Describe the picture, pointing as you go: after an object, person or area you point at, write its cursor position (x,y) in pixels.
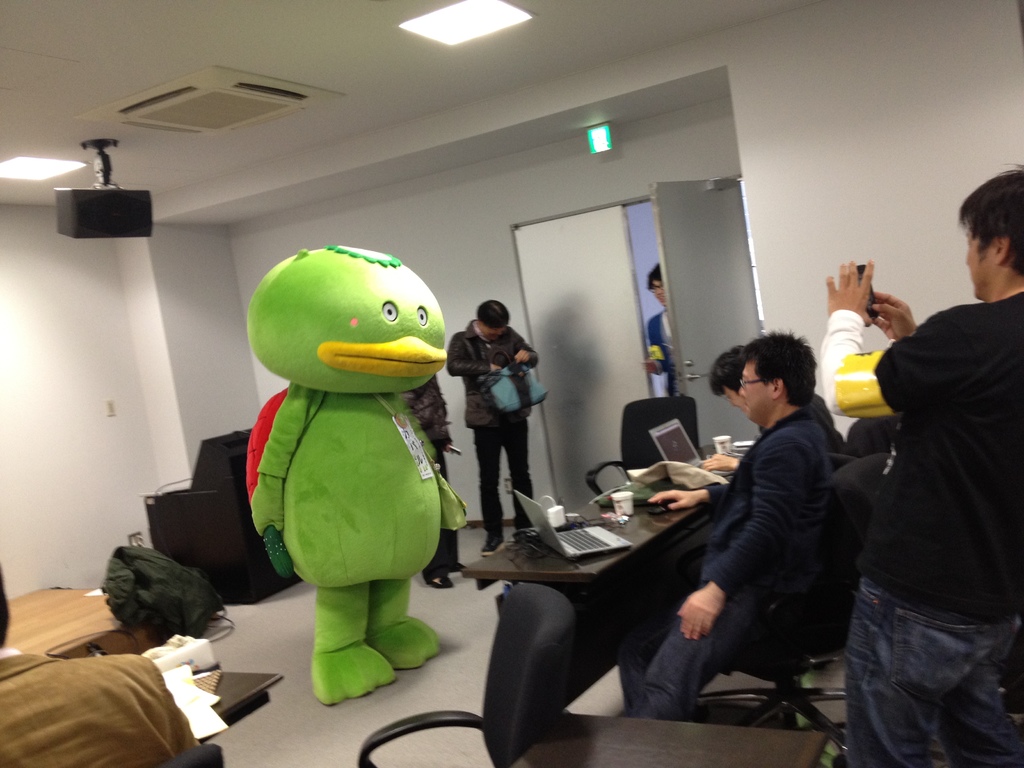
In the foreground of this image (813,593), on the right (922,609), there are men (781,473) sitting and standing in front of a table (648,542) on which, there are laptops (670,439), white cups (628,500), cables (538,534) and few objects (676,480). In the middle (365,423), there is a person (365,491) wearing toy costume (371,537) few men (481,412) standing in the background (488,400) near the door (581,330). On the left bottom (113,710), there is a person (128,725) sitting on the chair (204,752) near table (237,676) on which there are few objects (206,681). In the background (159,331), there is a wall (326,232), lights (490,15) to the ceiling (59,117) and few objects (240,547) on the floor (230,657).
